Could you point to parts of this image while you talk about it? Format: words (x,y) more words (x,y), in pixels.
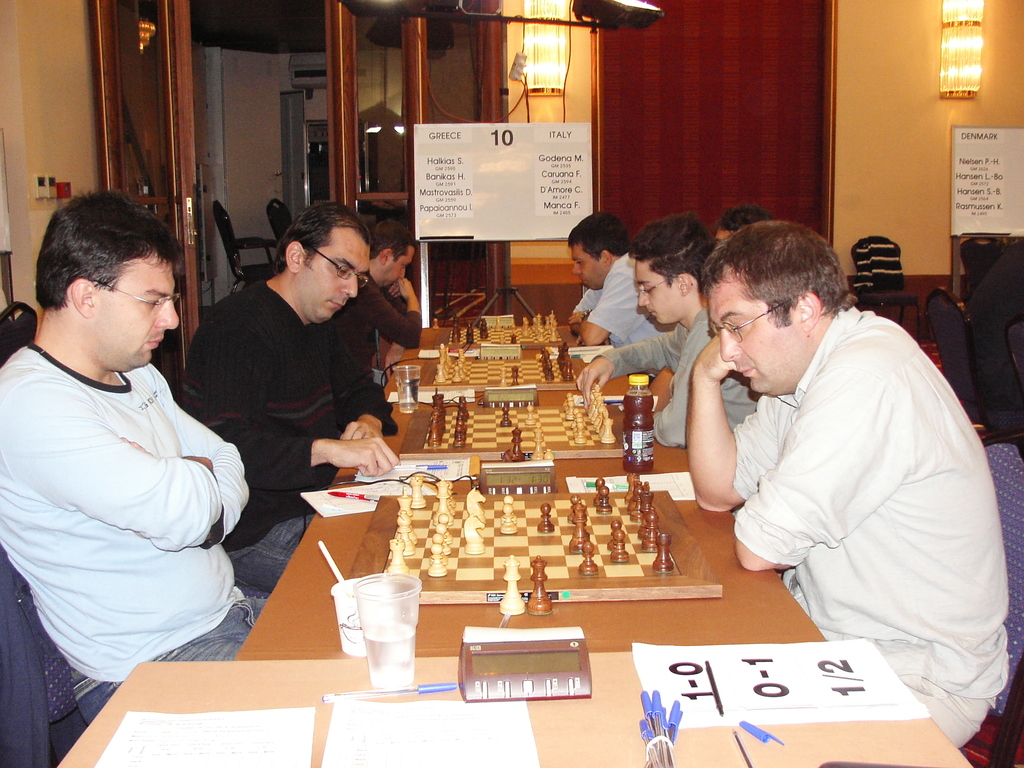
this picture shows group of people (352,386) playing chess on the chess board (570,453) on the table (222,691) and we see few cups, bottles (647,400) on the table (551,745).
